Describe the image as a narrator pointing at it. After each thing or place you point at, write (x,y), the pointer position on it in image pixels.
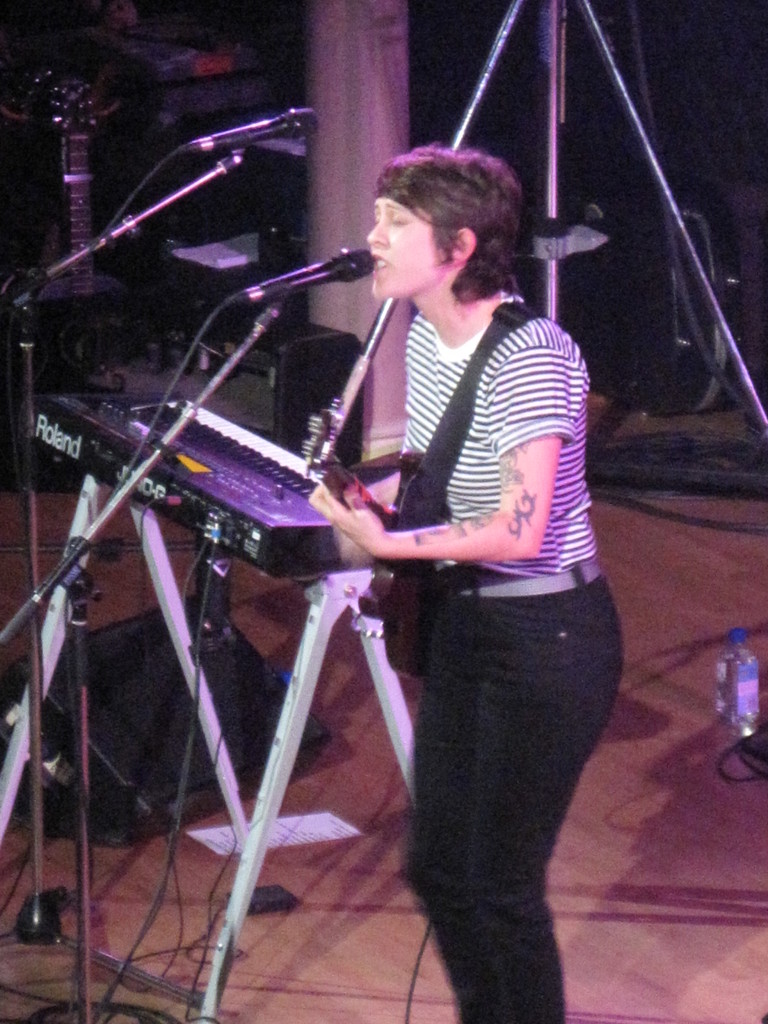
In this image there is a woman (479,527) singing song in front of a mic (352,270), in her hands (352,508) there is a guitar (405,563), beside her there is a piano (199,438), in the background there are some musical instruments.
